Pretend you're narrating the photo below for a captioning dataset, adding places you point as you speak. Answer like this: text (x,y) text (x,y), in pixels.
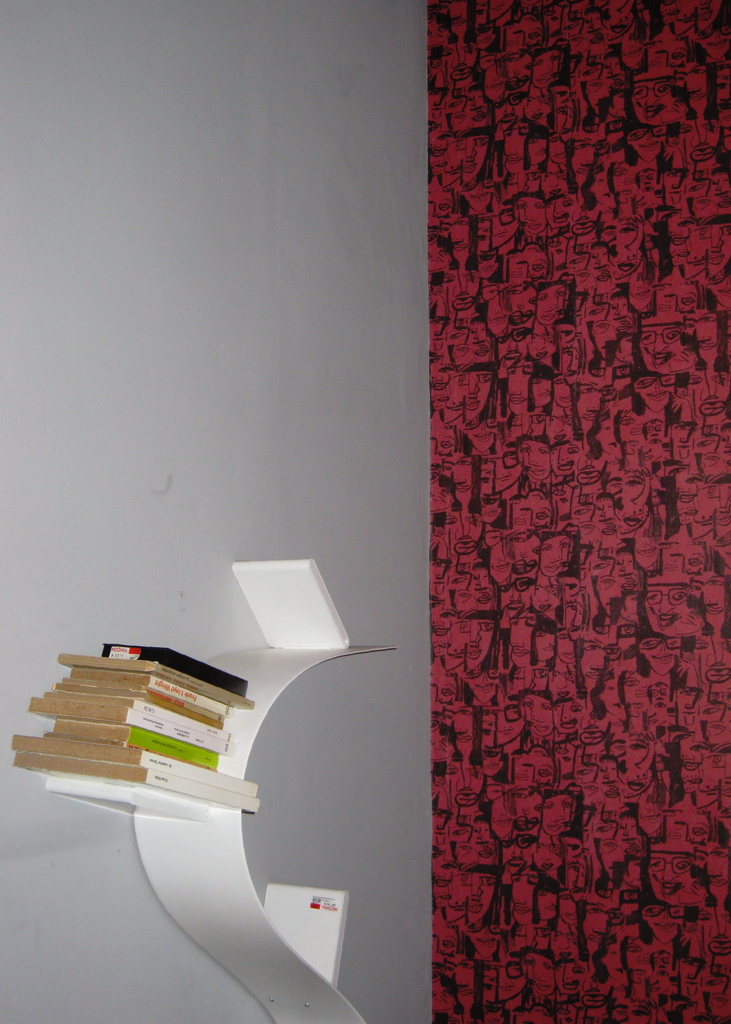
In the picture I can see books (228,781) on a white color object (238,659) which is attached to the wall (236,642). On the right side of the image (656,434) I can see red and black color design (496,421) on the wall (588,665).
